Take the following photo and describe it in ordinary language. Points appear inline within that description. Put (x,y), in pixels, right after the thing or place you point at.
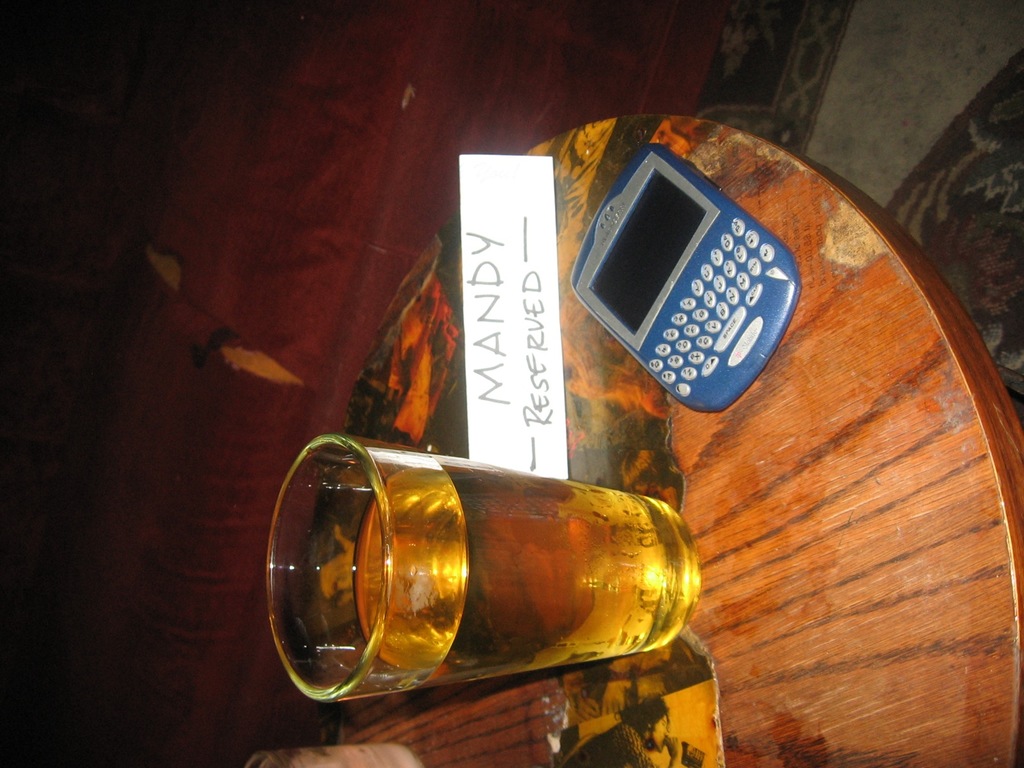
There is a table (739,579). On that there is a glass (509,583) with some liquid (527,579), name board (560,416) and a mobile (709,298).
